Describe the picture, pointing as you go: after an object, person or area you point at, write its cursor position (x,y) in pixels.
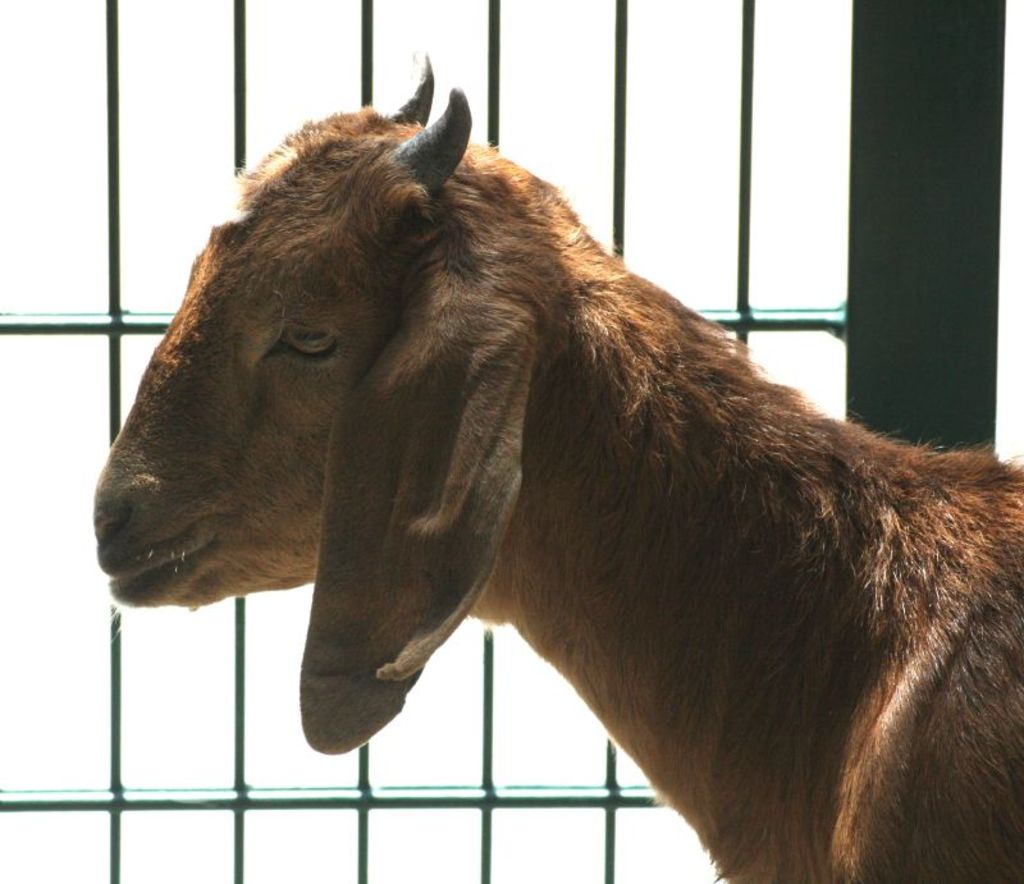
In the picture we can see a goat (942,625) which is brown in color with ears (396,366), horns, and behind the goat (678,695) we can see a part of the railing (879,96).
